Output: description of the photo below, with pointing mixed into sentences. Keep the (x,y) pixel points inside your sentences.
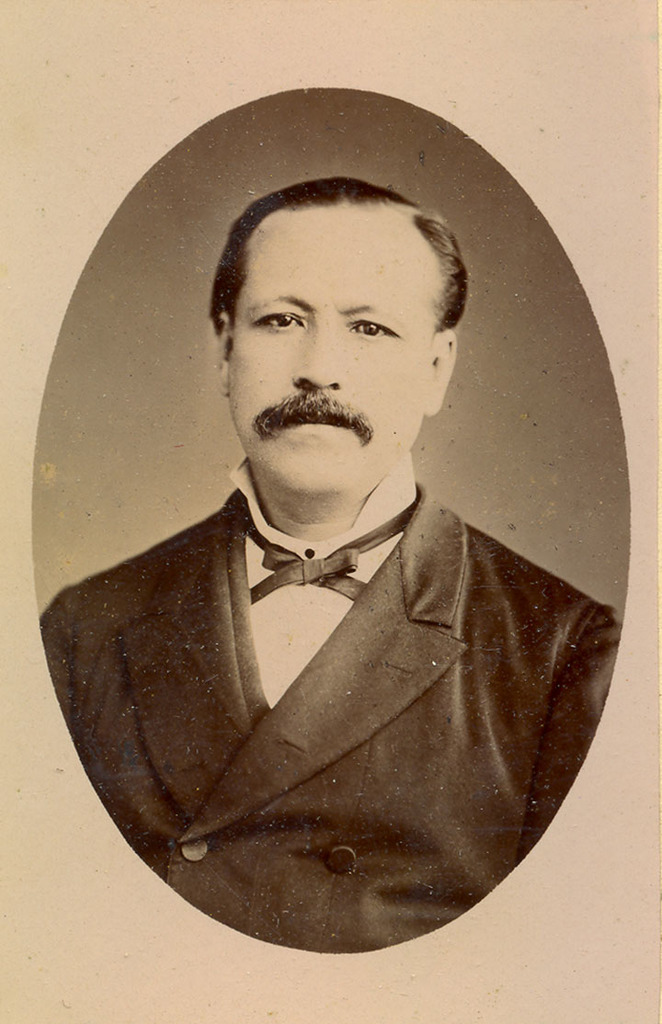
This is a paper (365,45) and in the center of the image (251,568), we can see a photo (318,601) of a person (311,699).
